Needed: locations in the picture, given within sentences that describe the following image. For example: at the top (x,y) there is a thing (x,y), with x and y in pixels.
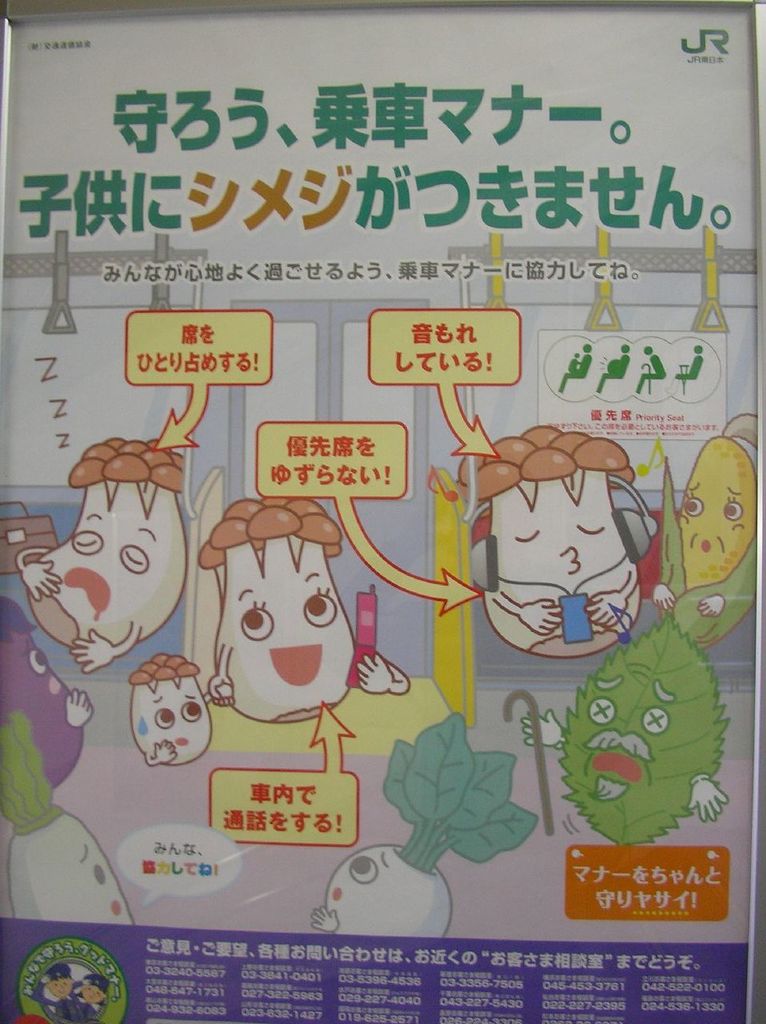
Here in this picture we can see a poster (654,892) with number of animated pics (292,624) and text (137,225) written on it over there.
